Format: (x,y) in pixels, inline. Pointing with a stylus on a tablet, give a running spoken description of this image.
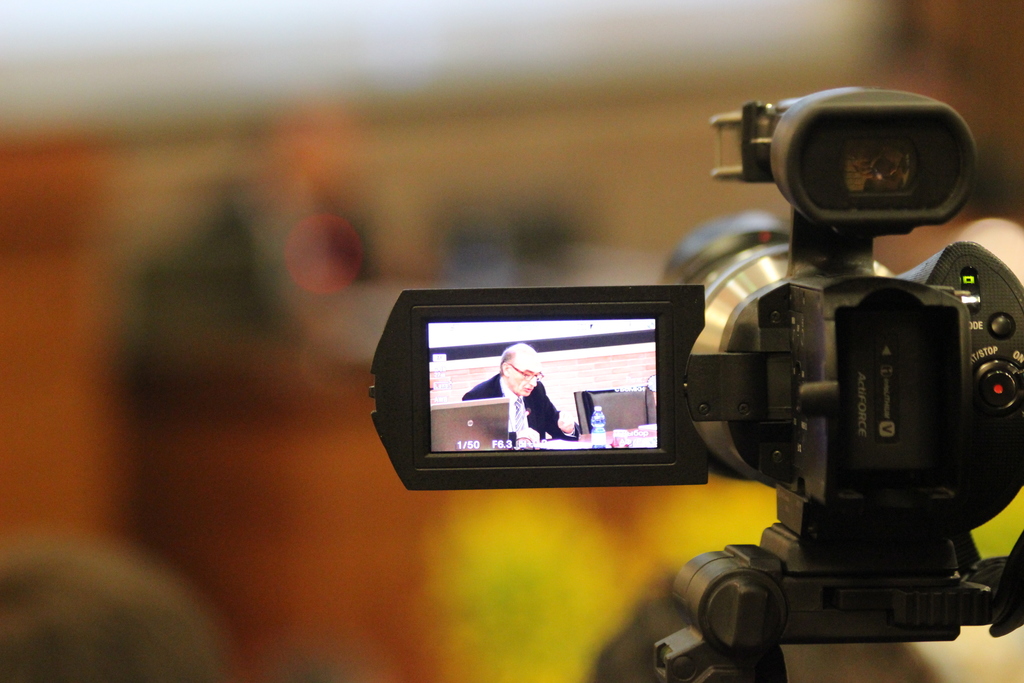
Here in this picture, in the front (796,245) we can see a video camera (381,421) present over there and in its screen (608,430) we can see a person (519,408) sitting over a place with a table (584,438) in front of him having laptops (505,426) and bottles (597,435) present over there.
